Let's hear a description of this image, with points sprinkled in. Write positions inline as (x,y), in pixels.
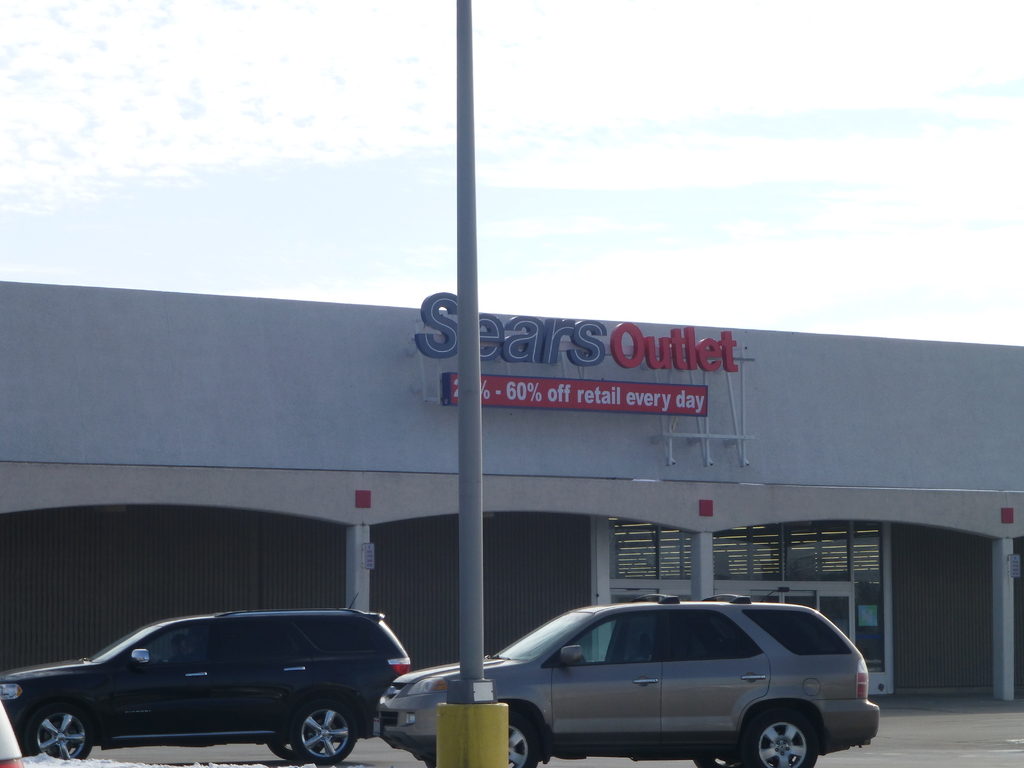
In the image I can see vehicles (579,681) and a pole (458,682) on the ground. In the background (457,643) I can see a building (498,434), LED board (582,410), the sky (417,285) and some other objects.
